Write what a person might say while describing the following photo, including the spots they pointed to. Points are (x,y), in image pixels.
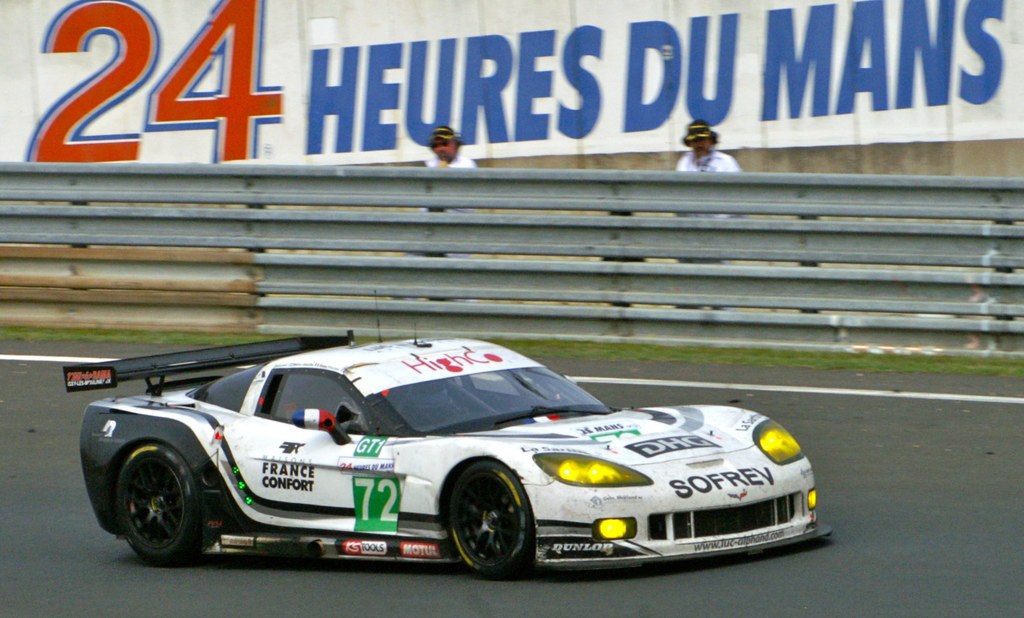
In this image I can see a sports car (489,488) in white color on the road (2,394), in the middle (436,311) there are iron fence (448,266). Two men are standing, at the top (347,70) there is an advertisement (557,69) on the wall (798,97).
